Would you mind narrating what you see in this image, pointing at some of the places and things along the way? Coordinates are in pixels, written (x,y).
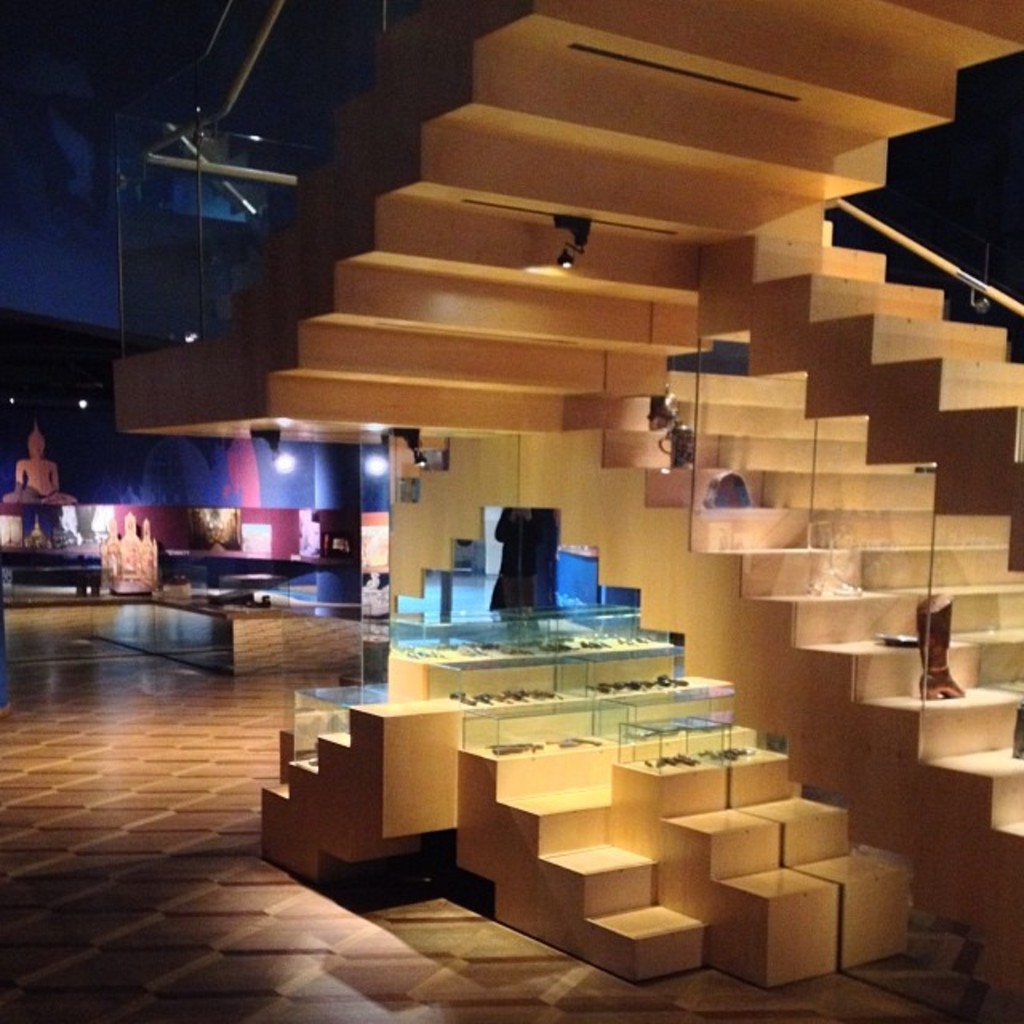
In this image I can see few stairs (711,577) and few objects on it. I can see the glass boxes (638,712) and few objects (584,747) in it. In the background (175,595) I can see few statues (136,545), lights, wall (140,473) and few objects (130,534).
